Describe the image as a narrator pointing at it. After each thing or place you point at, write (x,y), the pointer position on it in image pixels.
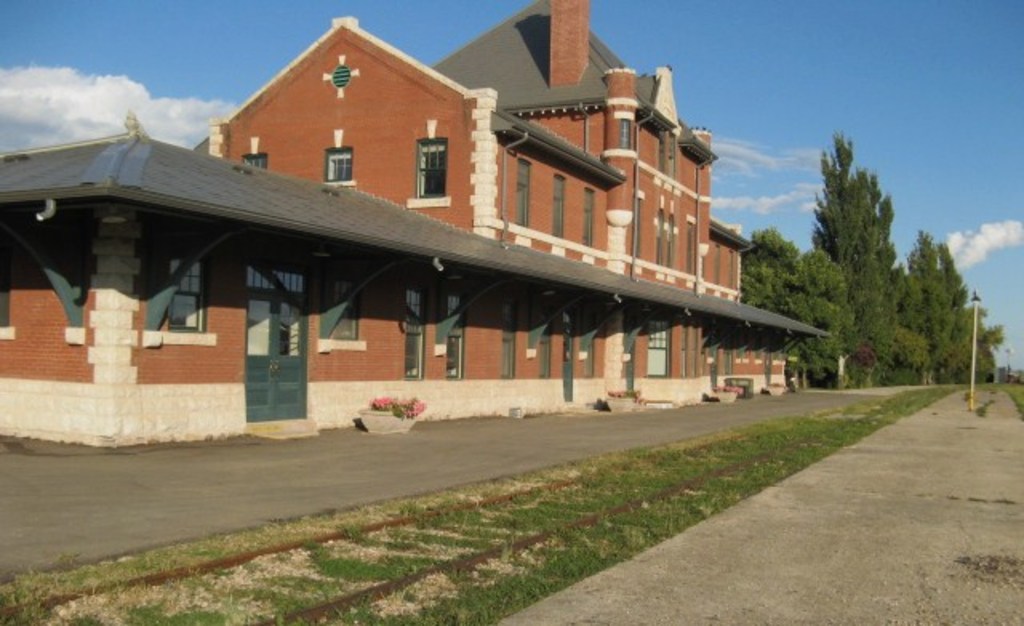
In this picture I can see a building (533,209) and few trees (853,312) and I can see pole light (972,376) and looks like a rail track (610,518) and I can see few plants (638,403) in the pots (733,398) and I can see blue cloudy sky (966,159).
